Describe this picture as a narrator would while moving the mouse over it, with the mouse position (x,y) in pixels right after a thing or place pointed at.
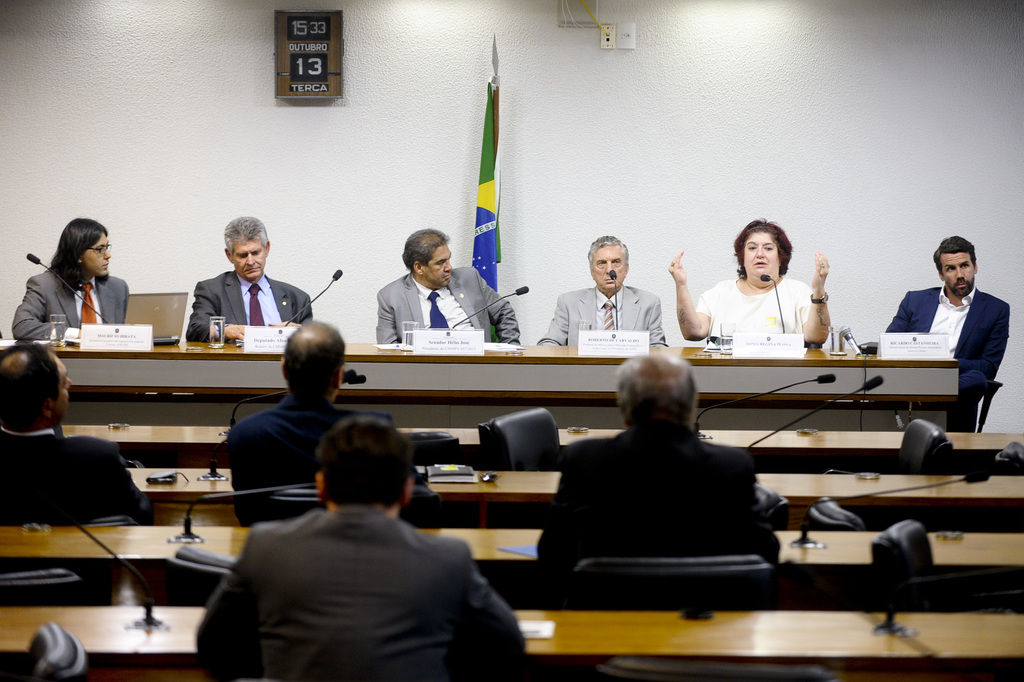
There are few persons (976,338) sitting on the chair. There are tables (159,640). One of the table (192,364) has glass (218,334), name board (280,341), microphone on it. A flag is at the backside of these persons (486,321) which is near to the wall (994,39).
